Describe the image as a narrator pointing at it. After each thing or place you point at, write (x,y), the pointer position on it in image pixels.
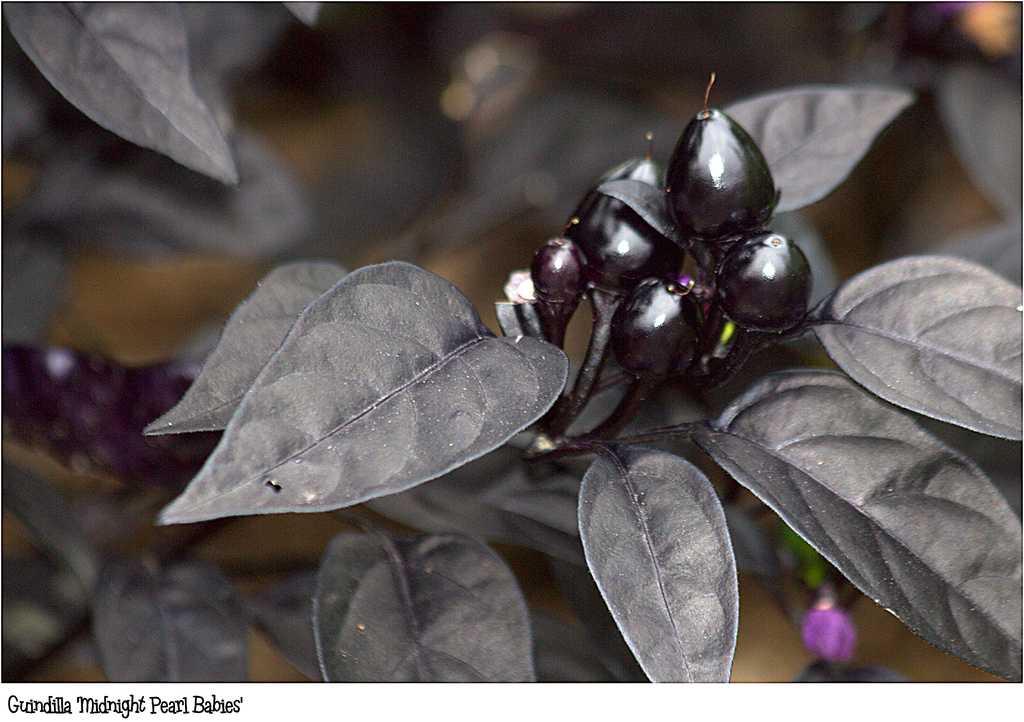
Here in this picture we can see fruits (616,345) present on a plant (606,356) over there.
